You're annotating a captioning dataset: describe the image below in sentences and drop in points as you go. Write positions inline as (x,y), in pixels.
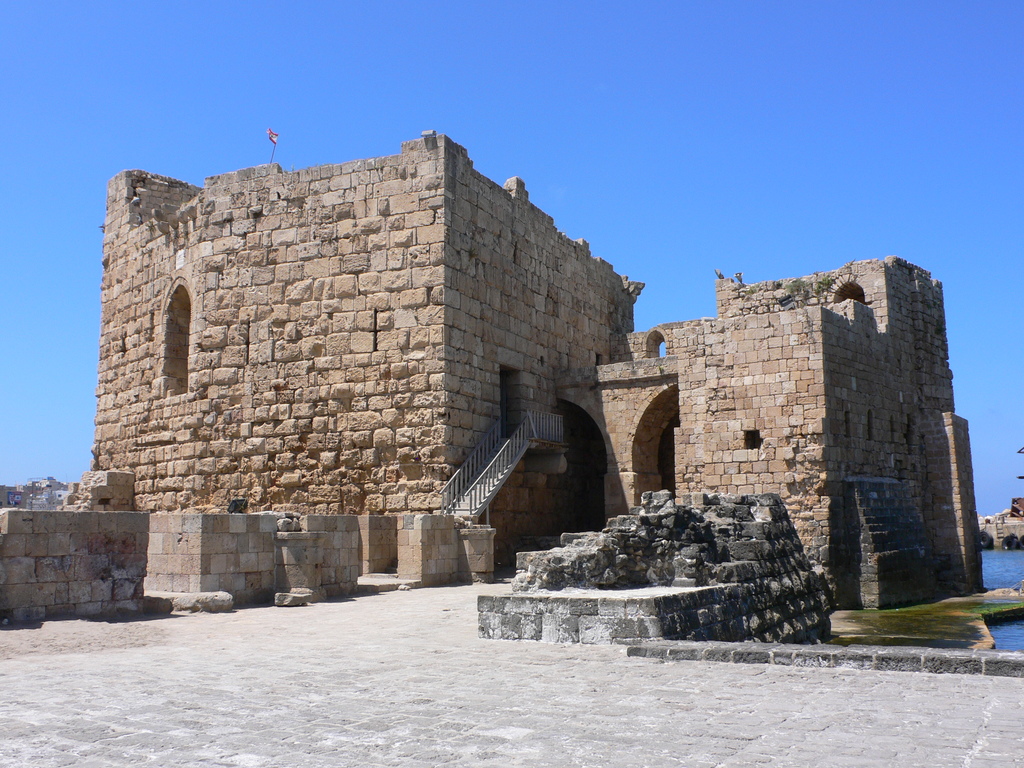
In the center of the image (375,326) we can see a building (331,272), flagpole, stairs (516,442), wall (720,472) are present. At the bottom of the image (384,713) ground (396,708) is there. At the top of the image (441,69) sky (477,105) is there. On the right side of the image (994,566) water (1013,629) is there.
